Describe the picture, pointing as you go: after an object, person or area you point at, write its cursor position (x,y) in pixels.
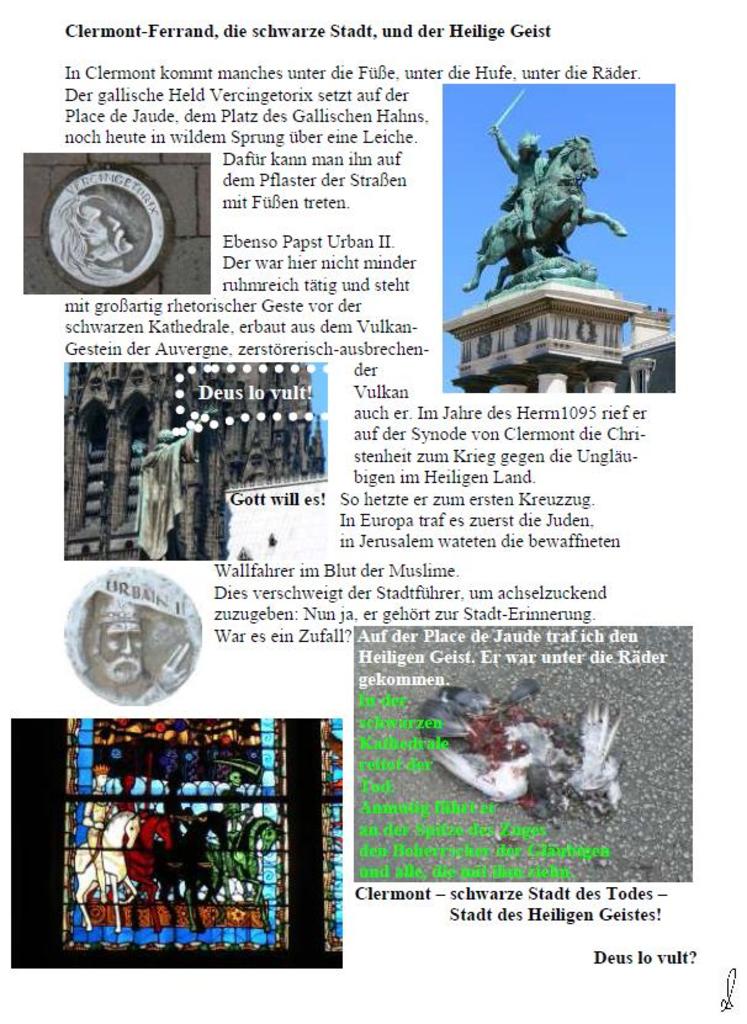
In this picture I can see statue (532,216), person's face (126,654), the sky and something written on the image.
